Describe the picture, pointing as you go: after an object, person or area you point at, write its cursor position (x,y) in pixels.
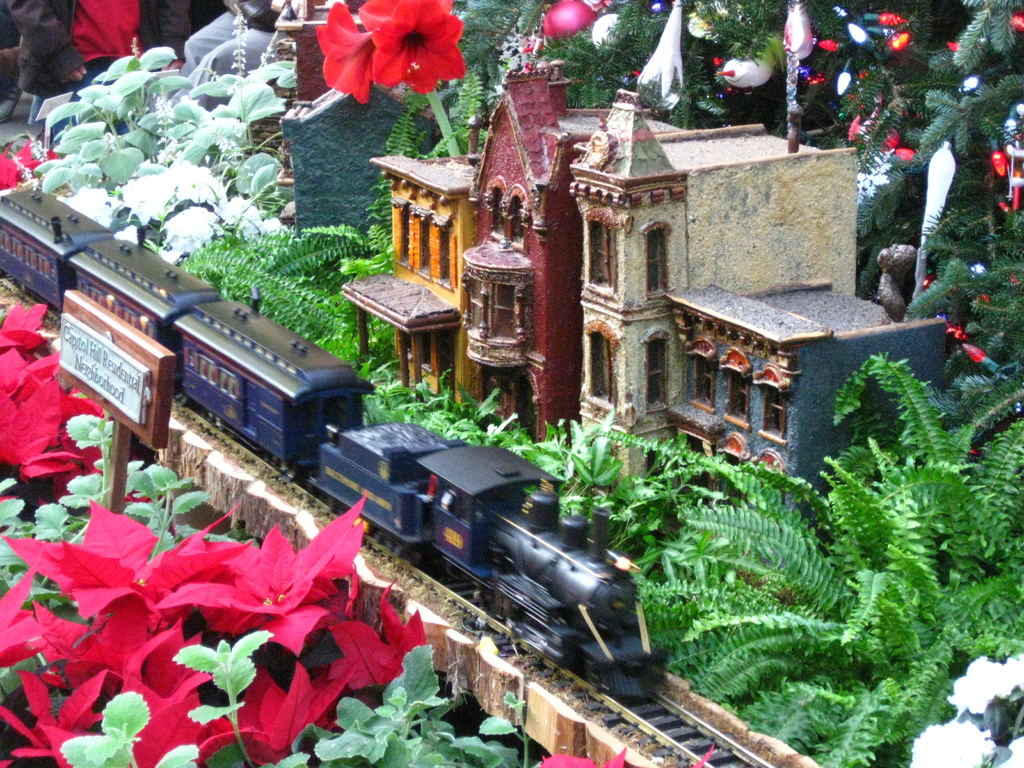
Here I can see a toy building (632,249). In front of this there is a toy train (289,402). Around there are many plants (949,574) along with the flowers (298,703). At the back of this toy building (723,190) there is a Christmas tree (845,48). In the top left-hand corner (124,16), I can see few people (153,41).
